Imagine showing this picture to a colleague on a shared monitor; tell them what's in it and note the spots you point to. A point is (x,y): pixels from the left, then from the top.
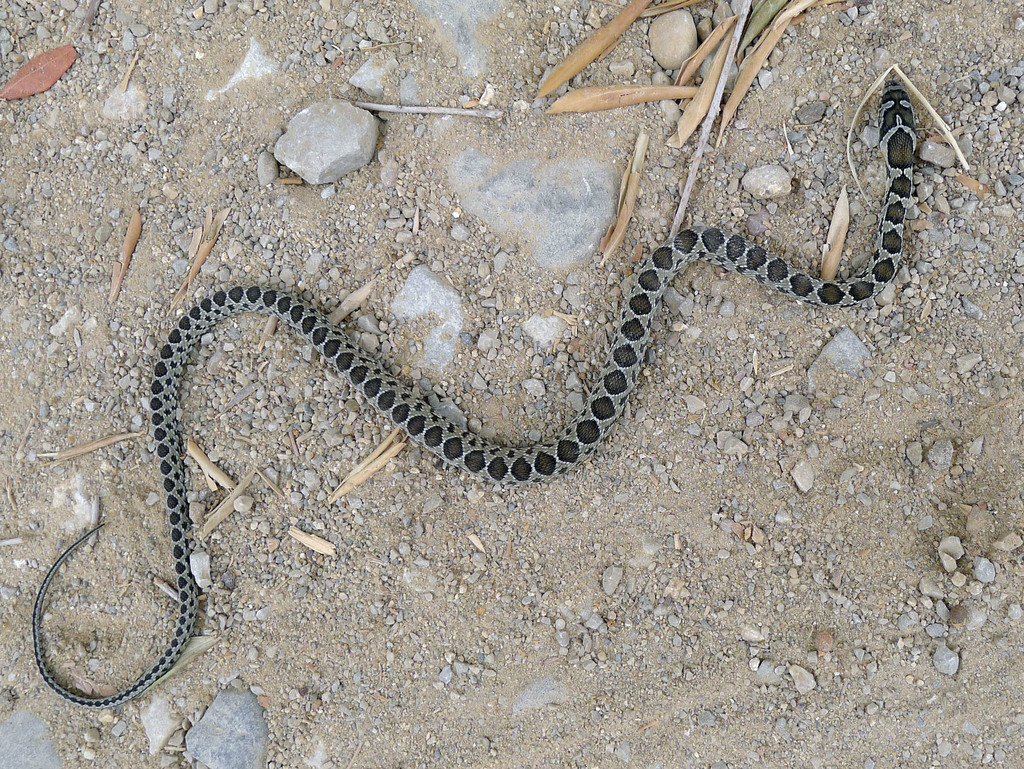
Here in this picture we can see a snake (639,344) present on the ground (842,332) over there and we can also see some stones (313,256) and leaves (690,123) present over there.
